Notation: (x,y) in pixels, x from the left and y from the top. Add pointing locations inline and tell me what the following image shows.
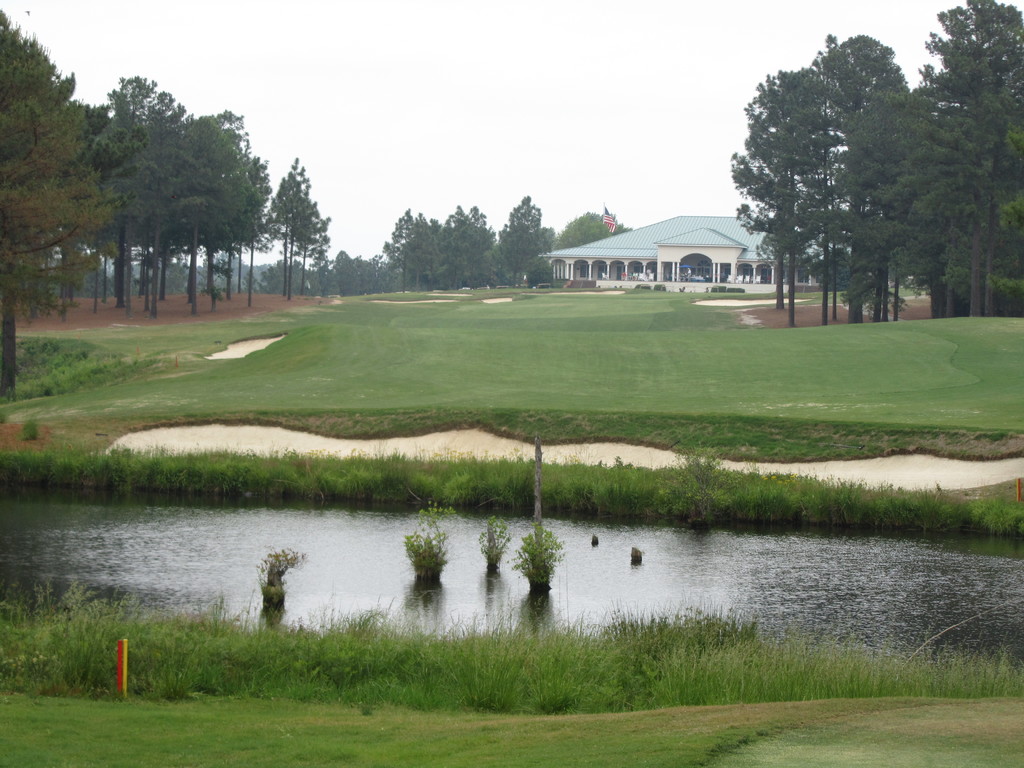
This looks like a canal (377,605) with the water (332,597). I can see the grass (181,473). I think these are the plants (415,556). I can see the trees (400,254) with branches (985,221) and leaves (928,136). This looks like a building (758,260). I think this is a flag (611,216) hanging. This is the sky (617,76).
